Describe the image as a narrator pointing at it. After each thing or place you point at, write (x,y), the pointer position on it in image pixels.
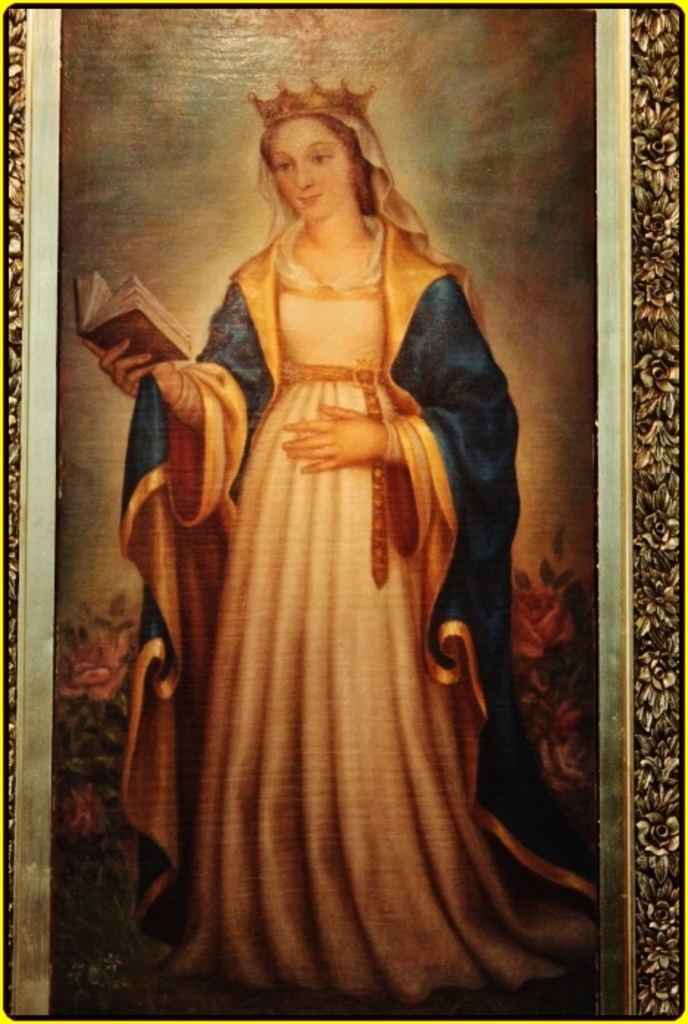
There is a photo of a picture (539,135). In this image, there is a person (193,502) wearing a crown (301,104) and holding a book (125,319) with her hand (134,370).
